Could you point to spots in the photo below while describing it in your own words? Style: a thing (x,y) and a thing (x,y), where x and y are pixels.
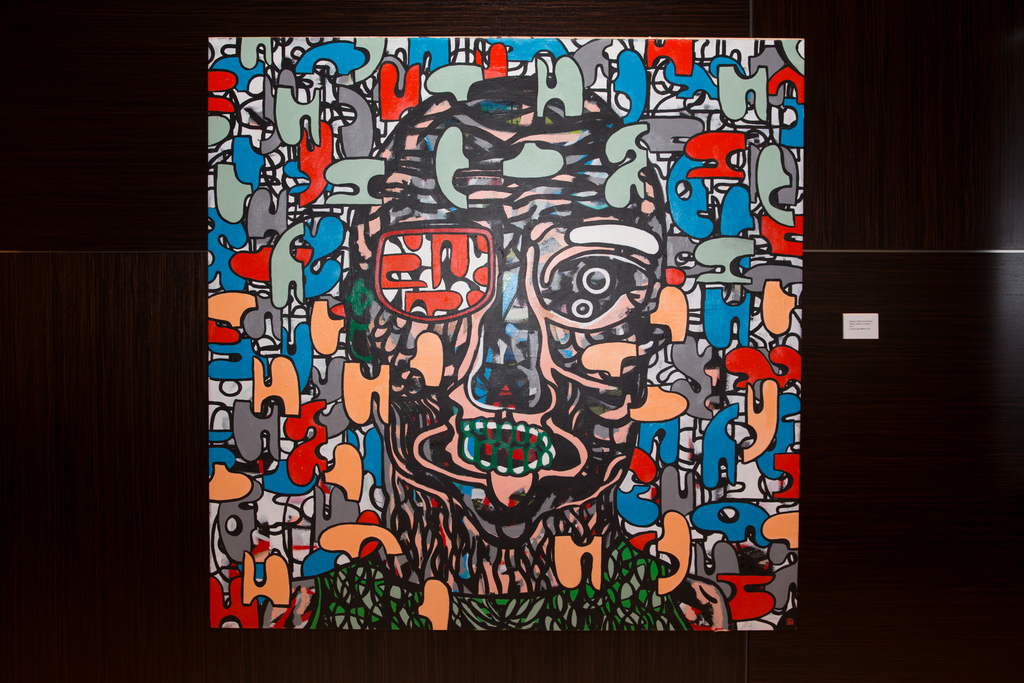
In the center of the image (388,307) we can see the cartoon pictures (572,289) are present on a board (487,298). On the right side of the image (865,322) we can see a board (858,333) which contains text (852,321). In the background of the image (862,341) we can see the wall (173,312).
